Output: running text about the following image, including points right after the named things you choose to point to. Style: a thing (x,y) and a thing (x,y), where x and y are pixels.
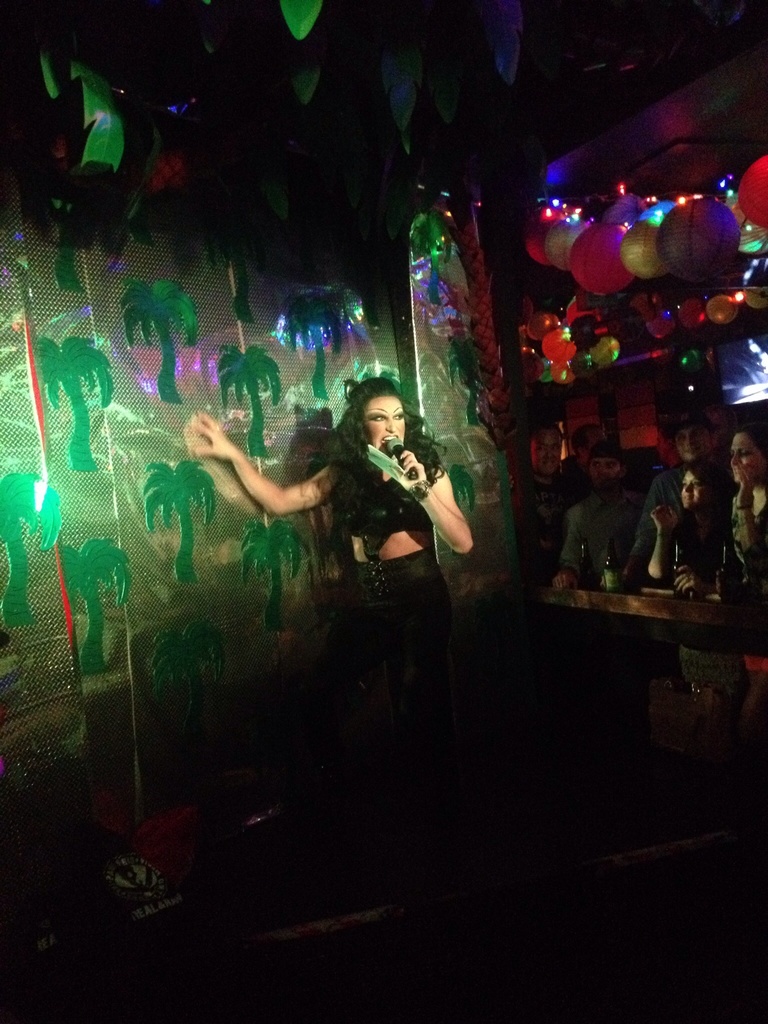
In this picture we can see a woman (399,667), she is holding a mic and an object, here we can see a group of people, bottles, balloons (596,242), lights (732,190), leaves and some objects (426,236).
